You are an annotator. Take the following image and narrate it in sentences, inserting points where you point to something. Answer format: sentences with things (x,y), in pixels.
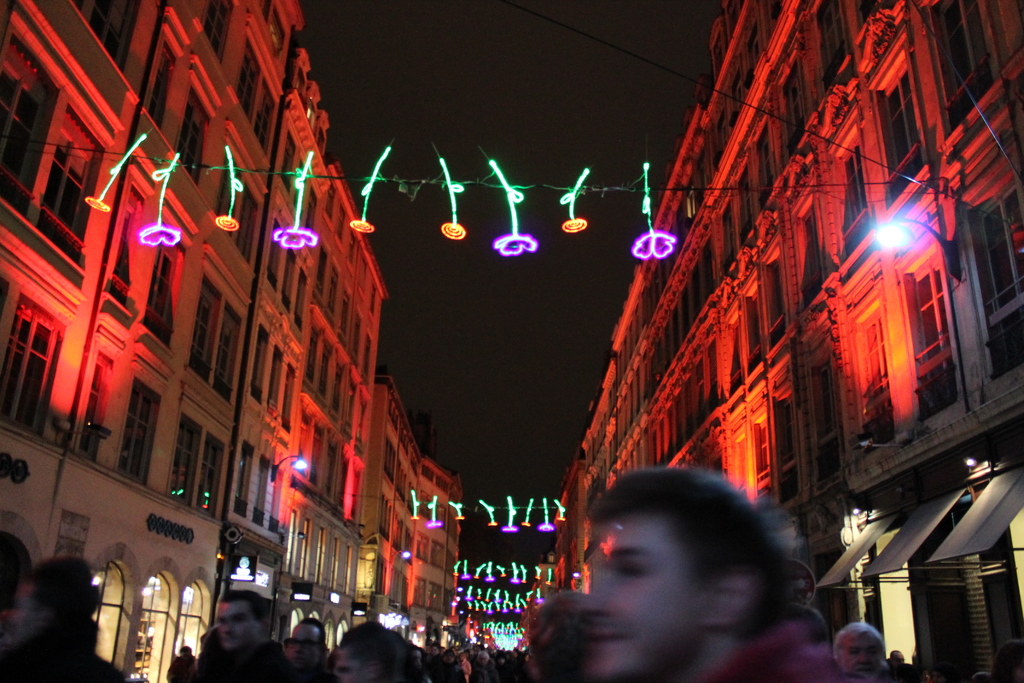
In this picture we can see the buildings (808,176), poles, windows (764,175), lights (284,247), wires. At the bottom of the image (367,652) we can see a group of people (402,654), boards (267,582), doors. At the top of the image (544,75) we can see the sky (623,234).
